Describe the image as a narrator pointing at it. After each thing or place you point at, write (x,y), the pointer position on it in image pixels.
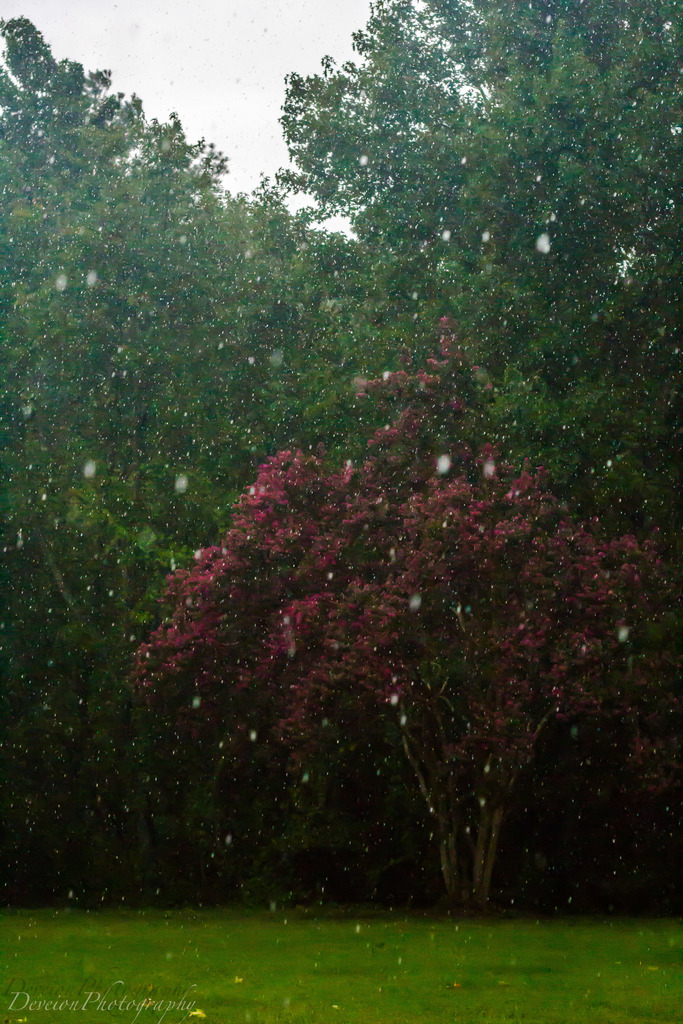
In this picture we can see there are trees (289,530), grass (86,967) and the sky (181,59). On the image there is a watermark (77,996).
